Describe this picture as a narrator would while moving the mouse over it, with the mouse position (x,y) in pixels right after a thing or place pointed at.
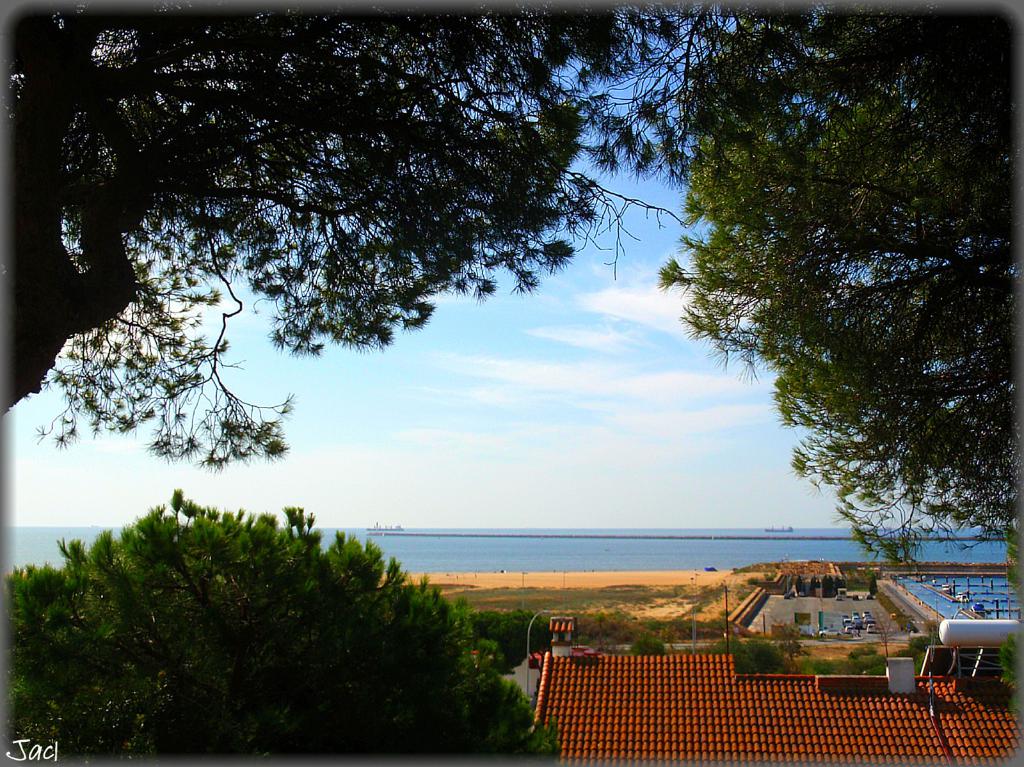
At the bottom of the image (202,649) there is tree (361,661). There is a house (814,694). In the background of the image (643,528) there is water (793,551), sky (614,494). To the both sides of the image there are trees (634,107).
